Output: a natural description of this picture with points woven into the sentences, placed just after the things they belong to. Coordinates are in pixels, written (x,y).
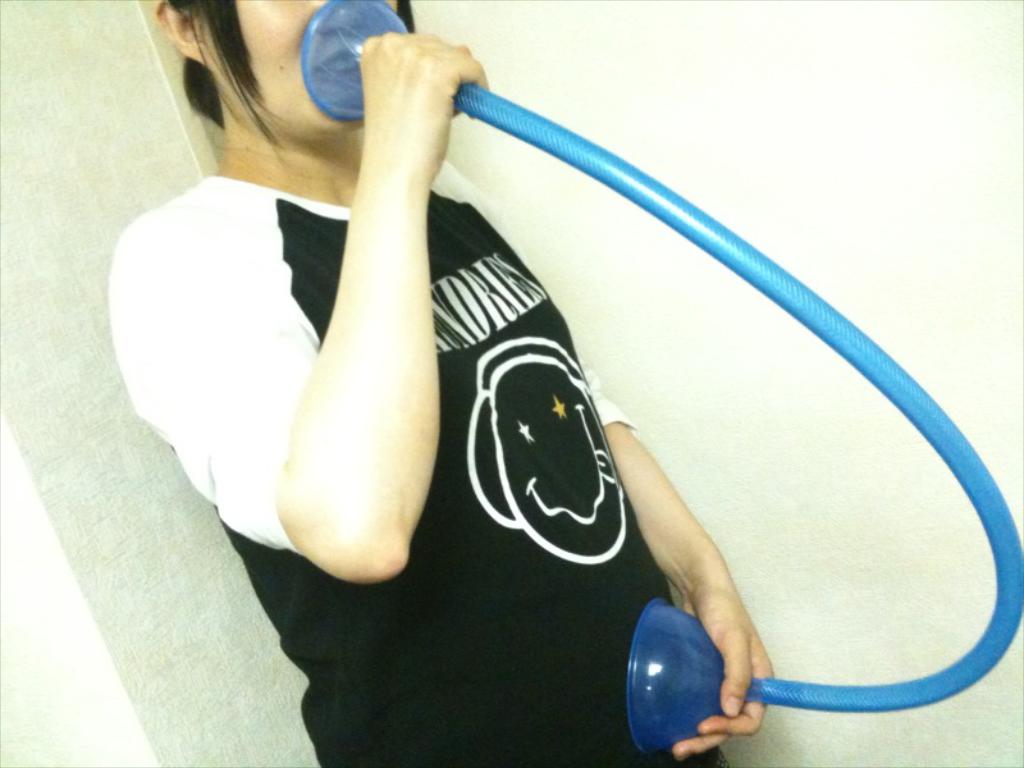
In the image we can see a person (350,343) standing, wearing clothes (438,315) and holding a pipe (597,176) in hands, this is a wall (766,217).
